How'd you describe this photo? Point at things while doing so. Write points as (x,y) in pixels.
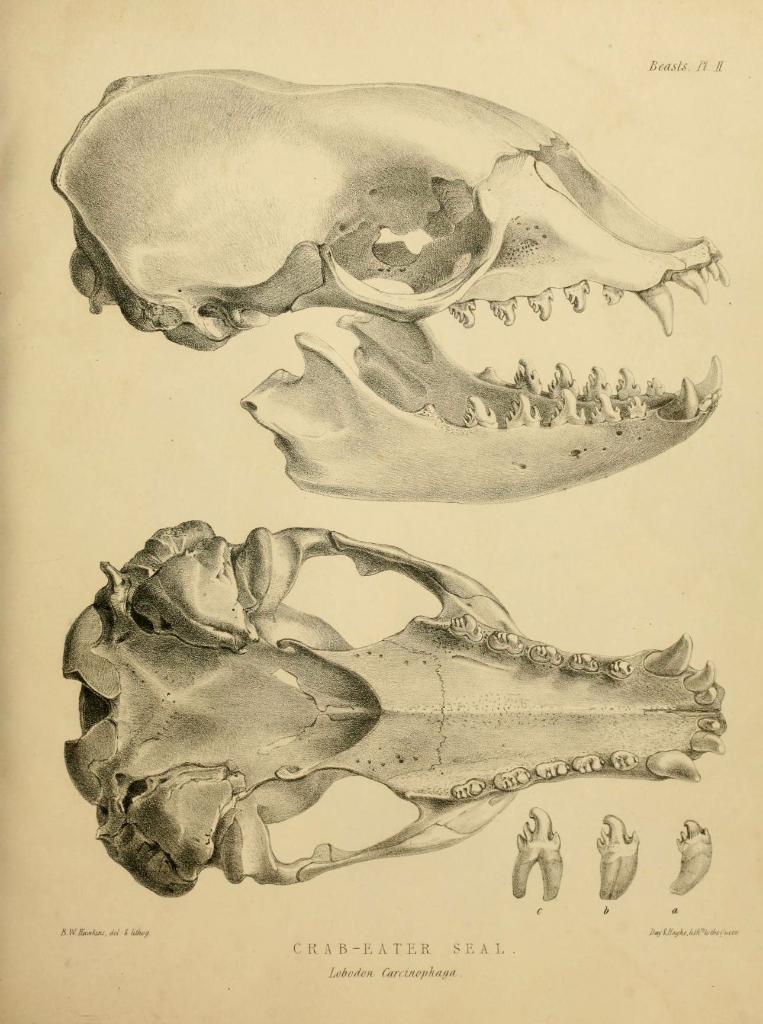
This is the drawing image and there is some text (424,949) written on it.
